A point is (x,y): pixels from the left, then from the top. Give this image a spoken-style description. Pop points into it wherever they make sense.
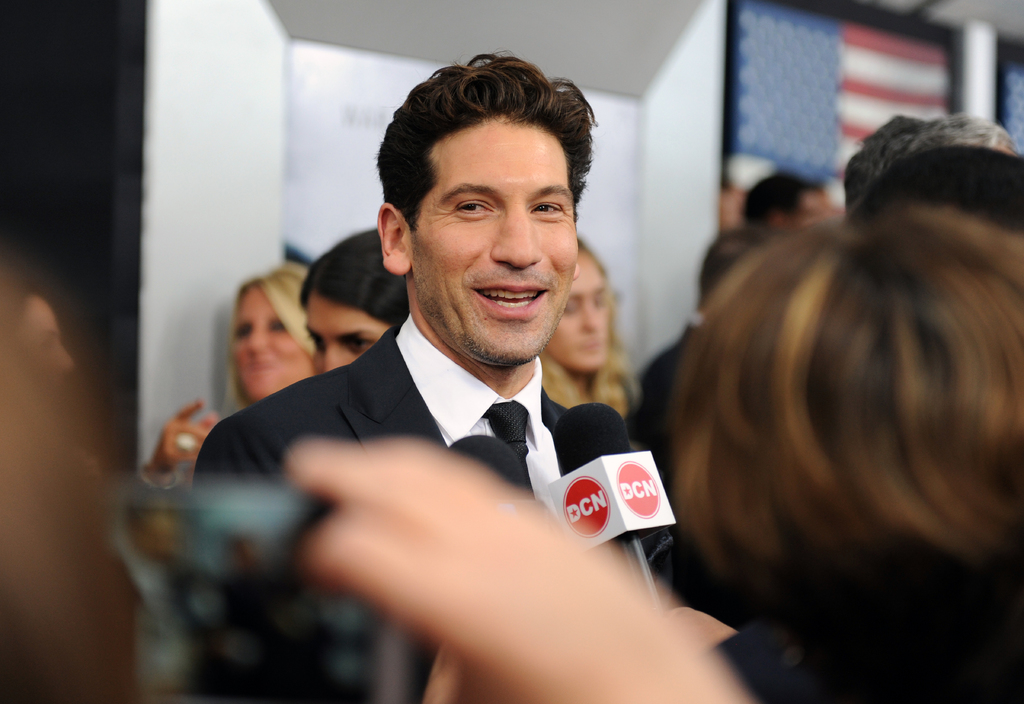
In this picture we can see a man (396,402) and he is smiling, in front of him we can see mics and in the background (611,373) we can see few people (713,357), wall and some objects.
